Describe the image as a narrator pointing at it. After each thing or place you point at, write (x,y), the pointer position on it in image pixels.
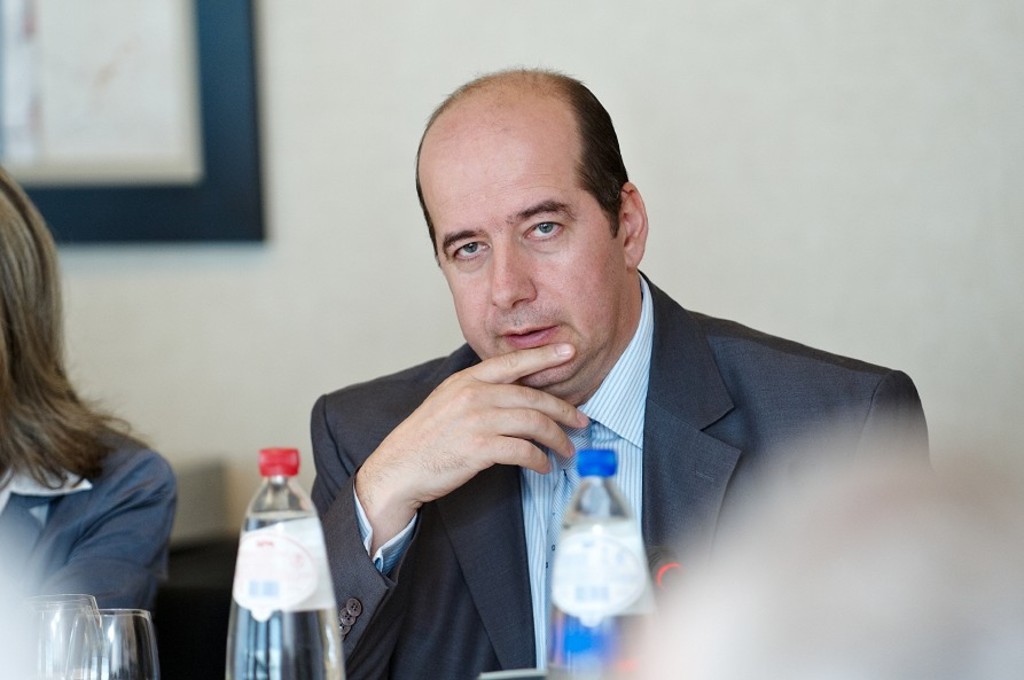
This is the picture of a man (402,506) sitting on a chair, in front of the man (404,494) there is table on the table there are glasses (75,650) and bottles (282,604). Background of the man (647,374) is a wall (812,133).
